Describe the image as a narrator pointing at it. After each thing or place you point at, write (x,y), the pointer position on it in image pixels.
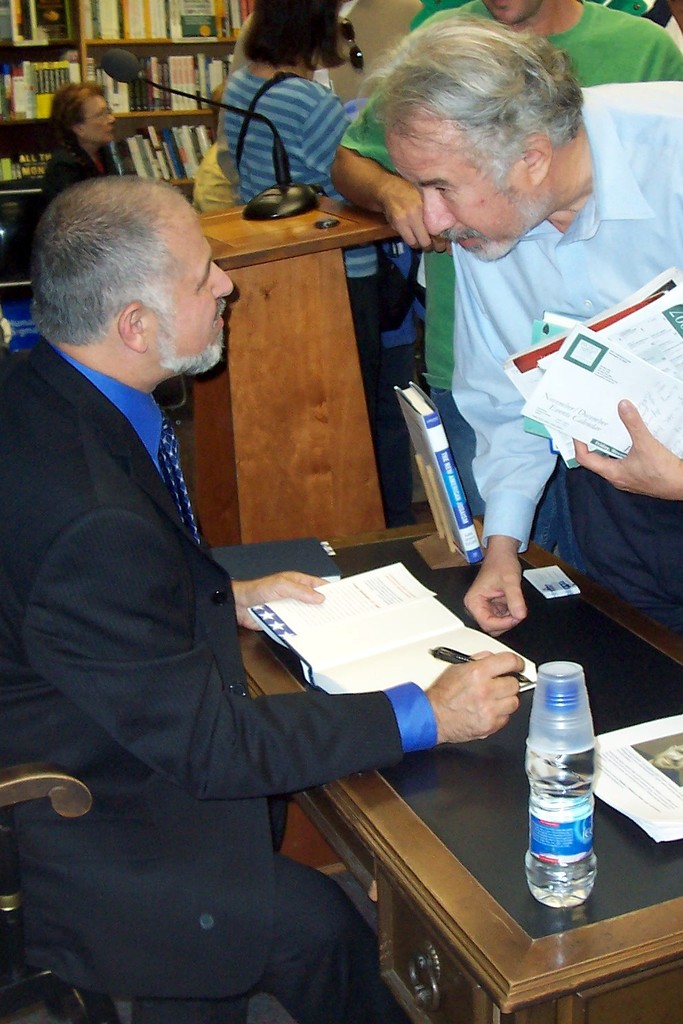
As we can see in the image there are few people (468,187) here and there. On the left side (30,559) there is a man (170,708) wearing black color jacket (145,709) and sitting on chair (24,788). In front of him there is a table (368,781). On table (551,641) there is a glass (557,729), bottle (555,812), paper (638,791) and book (384,650). On the right side (530,287) there is a man (659,205) holding papers (668,427). In the background (190,114) there is a mic (138,77) and a rack (140,46) filled with books (131,13).
